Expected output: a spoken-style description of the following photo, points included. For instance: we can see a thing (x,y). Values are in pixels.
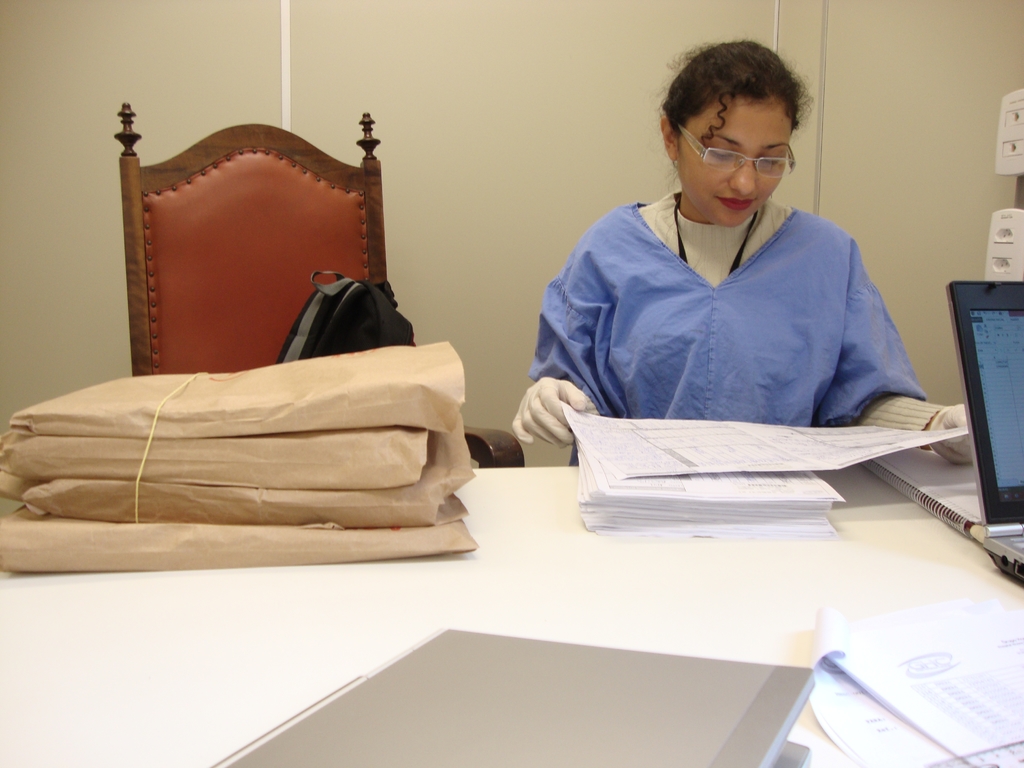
In this image, we can see a woman (749,289) is holding a paper (690,470). At the bottom (553,589), we can see white table (416,589), few things (267,510), laptop (1007,419) and objects (355,457) are placed on it. On the right side of the image (999,243), we can see white color devices (1007,143). Here we can see chair (235,297) and backpack (358,331). Background (496,293) there is a wall (533,154).
